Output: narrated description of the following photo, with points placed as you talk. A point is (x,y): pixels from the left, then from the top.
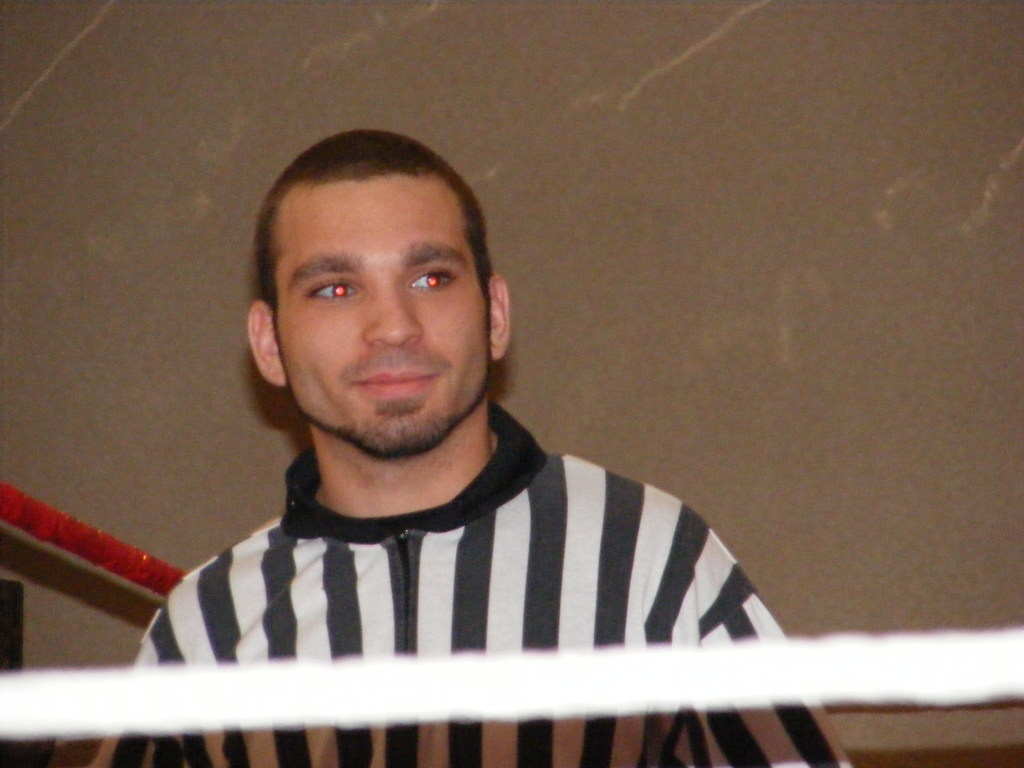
In the picture we can see a man (617,560) wearing a T-shirt (277,633) on it, we can see black and white color lines (326,619) and in front of him we can see a white color rope (73,697) and behind him we can see a red color rope (25,505) and a wall (884,725).
